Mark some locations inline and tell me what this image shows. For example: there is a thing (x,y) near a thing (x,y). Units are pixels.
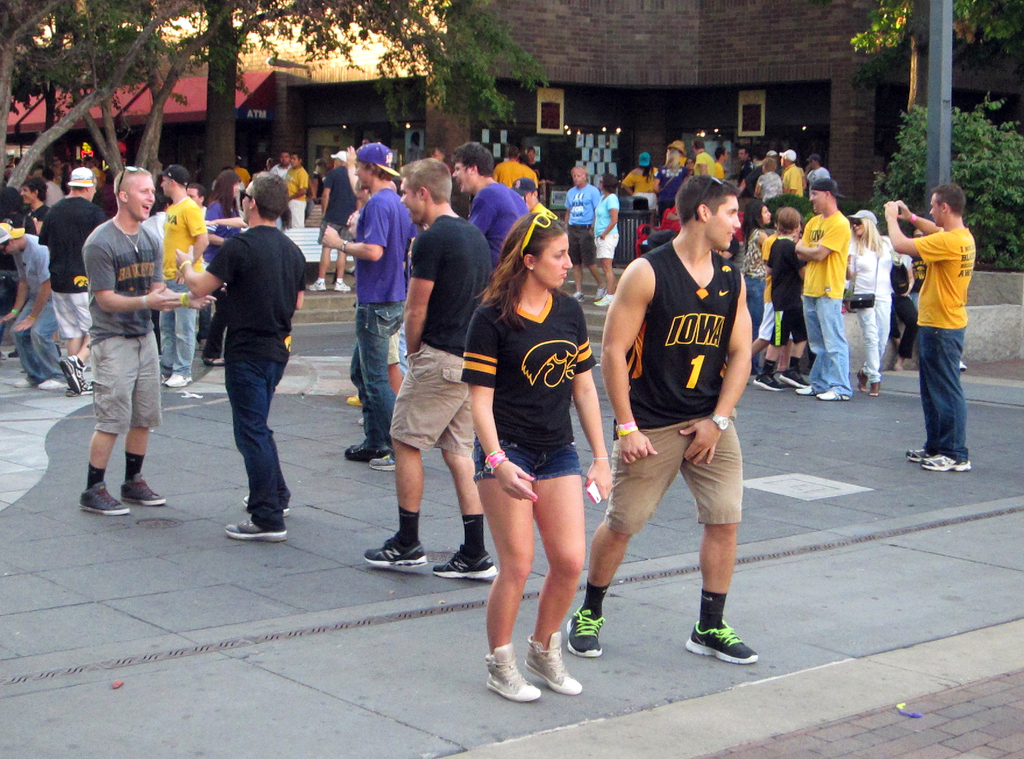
In the picture we can see some people (923,283) are standing, some are walking and some are talking and in the background (270,4), we can see some plants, trees (255,8) and building walls (345,72).
